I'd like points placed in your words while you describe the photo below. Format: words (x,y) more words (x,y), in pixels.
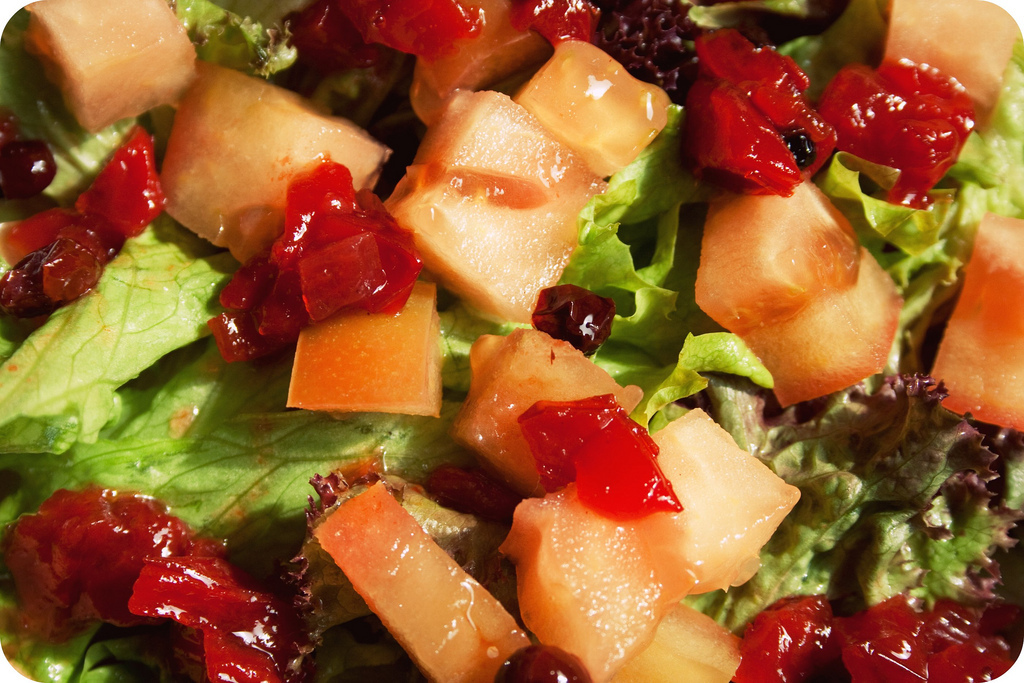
In this image there are vegetables (446,326) and fruits (475,209). There are lettuce (125,389), red chunks (326,268), small berries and muskmelon (388,567).
